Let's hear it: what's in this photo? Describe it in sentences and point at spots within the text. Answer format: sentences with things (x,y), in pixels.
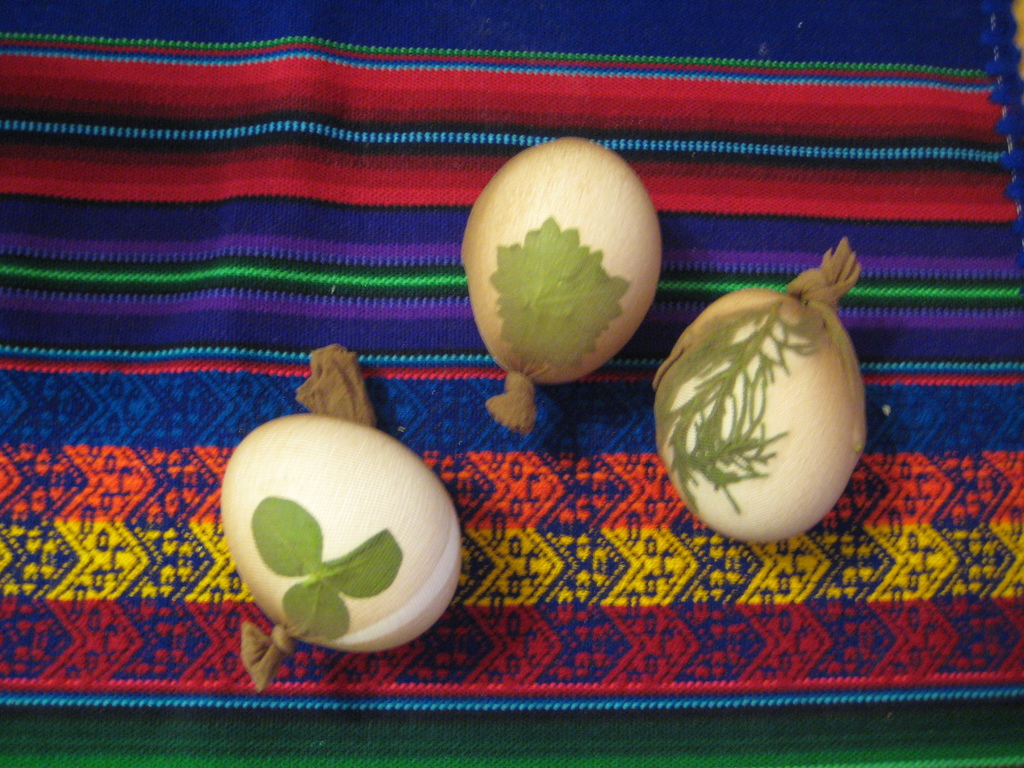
In this image, we can see some objects (379,596) on the mat (337,661).
